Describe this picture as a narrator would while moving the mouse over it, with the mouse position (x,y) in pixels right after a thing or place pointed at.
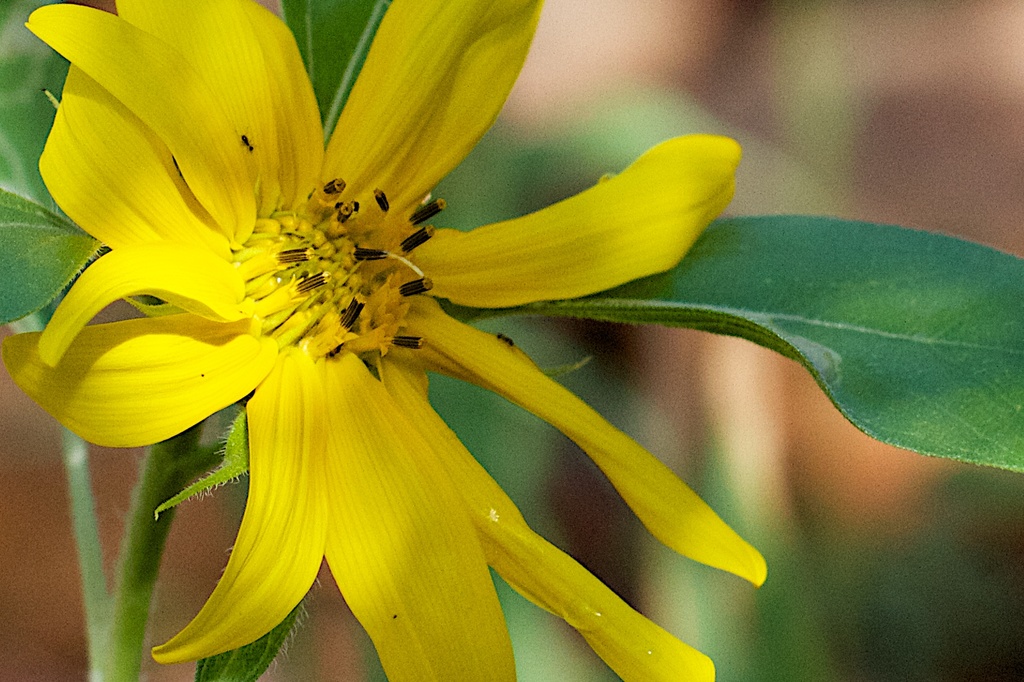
In this image there is a plant (285,437) having a flower (309,281) and leaves (986,427). Background (641,391) is blurry.
